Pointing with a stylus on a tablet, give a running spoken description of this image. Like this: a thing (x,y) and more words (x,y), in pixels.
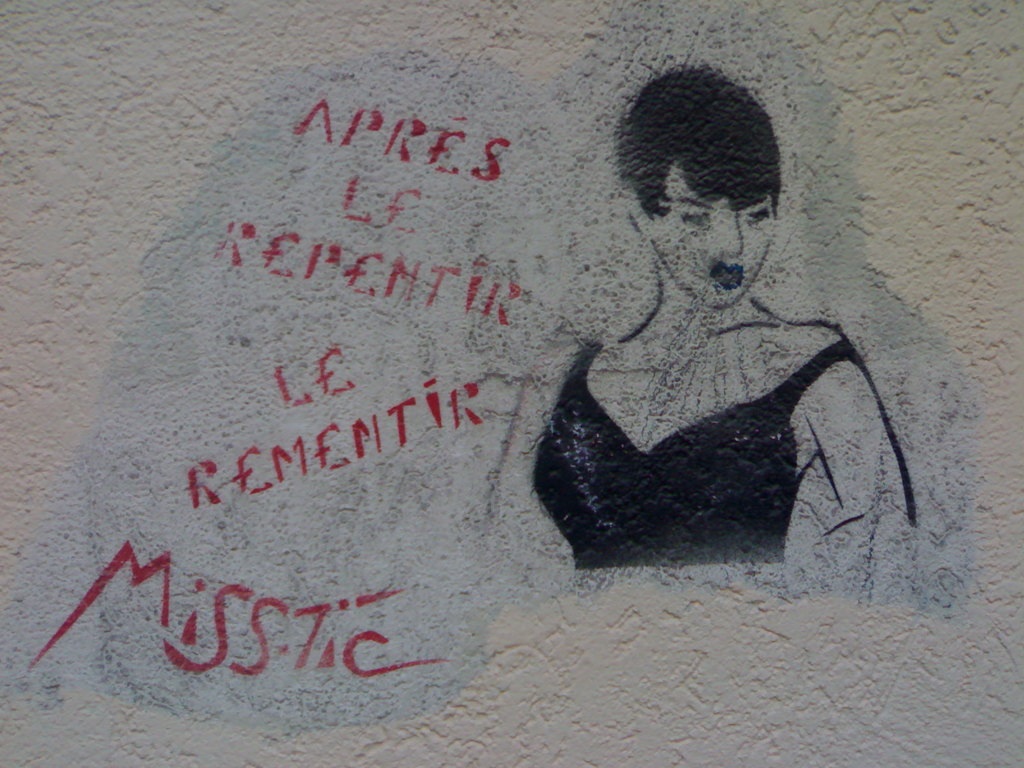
In the image I can see a wall (96,684) on which there is the painting (603,369) of a lady (681,232) and something written to the side.
